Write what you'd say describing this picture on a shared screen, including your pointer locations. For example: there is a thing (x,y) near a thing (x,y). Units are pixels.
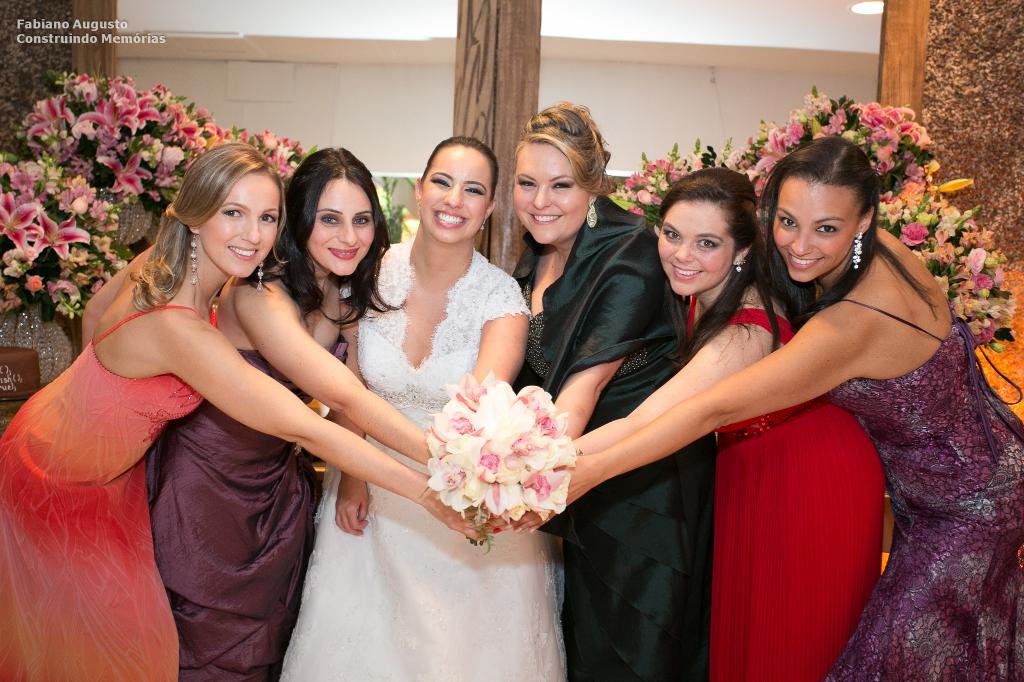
In this image there a few woman (495,299) standing. They all are smiling and holding a flower bouquet (503,468). Behind them there are flowers (123,153). In the background (370,107) there is a wall (394,93). In the top left (112,39) there is text (70,42) on the image.
